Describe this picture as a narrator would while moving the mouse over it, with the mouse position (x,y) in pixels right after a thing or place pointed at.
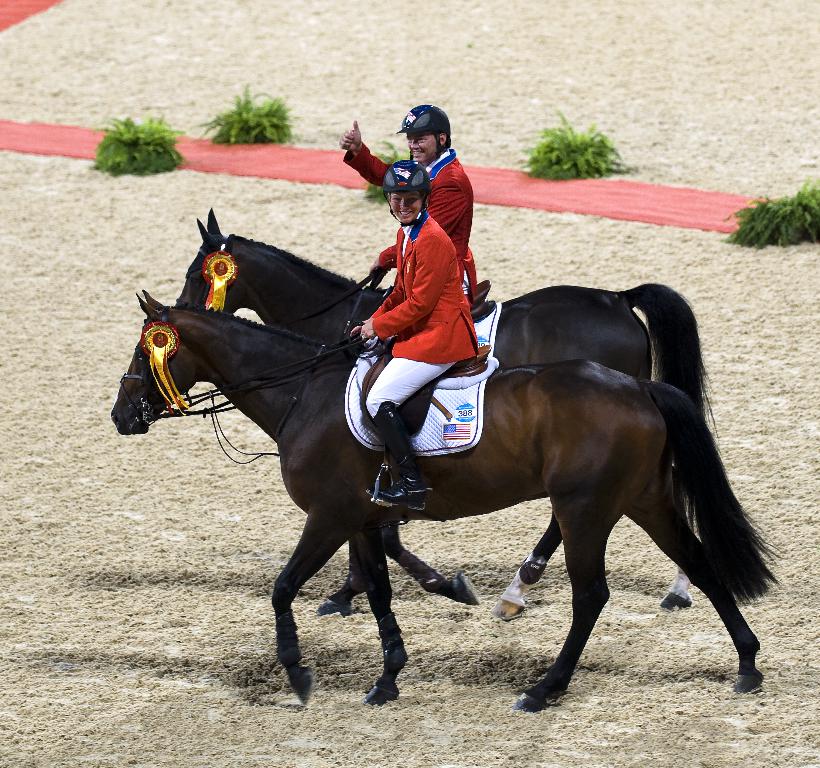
In this picture I can see two persons (420,274) are sitting on the horses (502,374), I can see red carpet (683,218) and some plants (116,164) on the sand (123,204).
